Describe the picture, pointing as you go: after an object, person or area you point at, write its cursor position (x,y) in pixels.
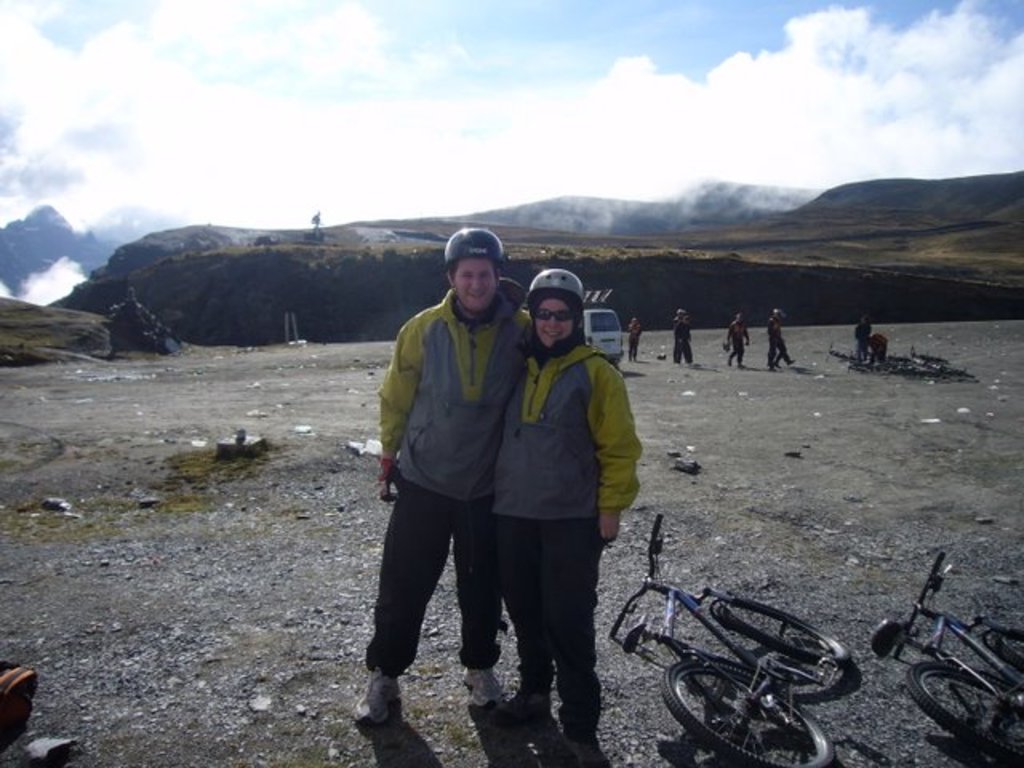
In this image there are people (567,691). We can see cycles (783,679). There are sand (151,604) and grass (37,347). There are mountains (786,266) and trees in the background (861,224). There is sky (564,66).
